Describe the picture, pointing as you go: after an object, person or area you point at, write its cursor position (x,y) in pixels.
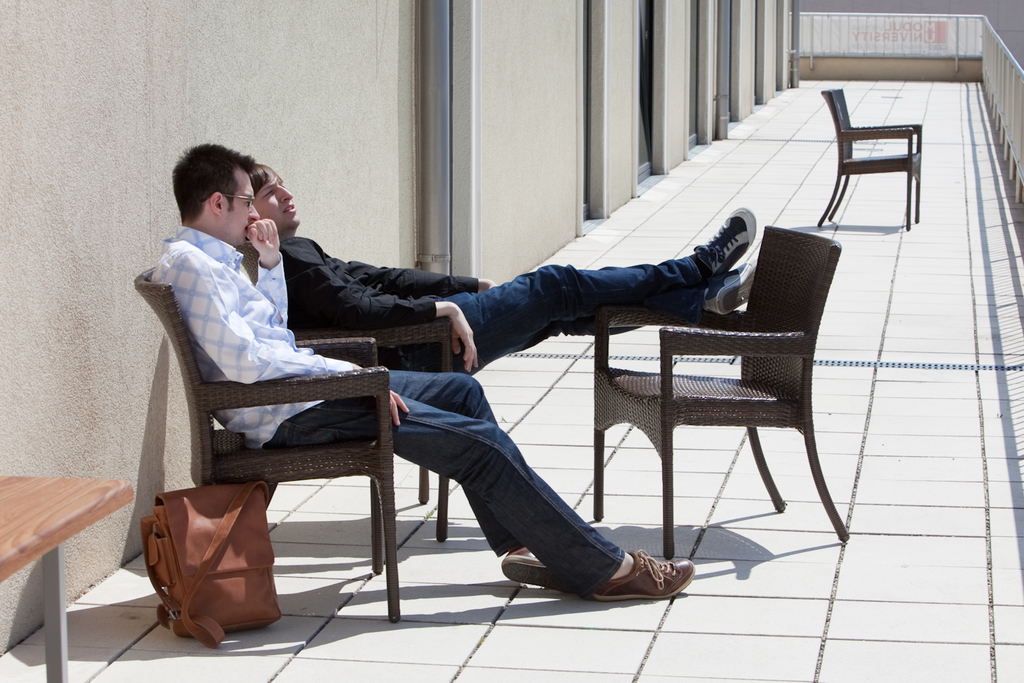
In the left middle (273,347), two persons (329,431) are sitting on the chair (329,394) and a bag (263,497) is kept on the ground (285,603). And a table (6,501) half visible. The background walls (109,276) are white in color and fence (813,36) of balcony (883,361) is visible. On the left side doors (692,117) are visible. This image is taken in a balcony (869,542) during day time.
